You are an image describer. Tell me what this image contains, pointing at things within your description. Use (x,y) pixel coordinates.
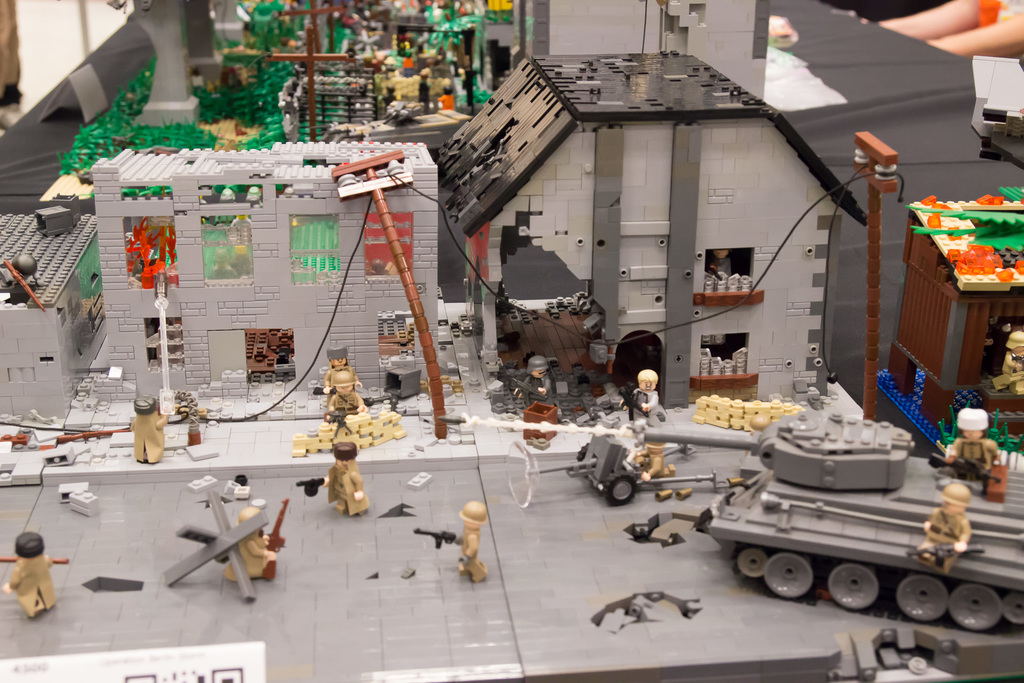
This image is a depiction. In this image we can see the houses (560,217), electrical poles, wires (478,270), people (343,443), weapons (426,532), path (504,583), war tank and also some playing objects (271,14).
